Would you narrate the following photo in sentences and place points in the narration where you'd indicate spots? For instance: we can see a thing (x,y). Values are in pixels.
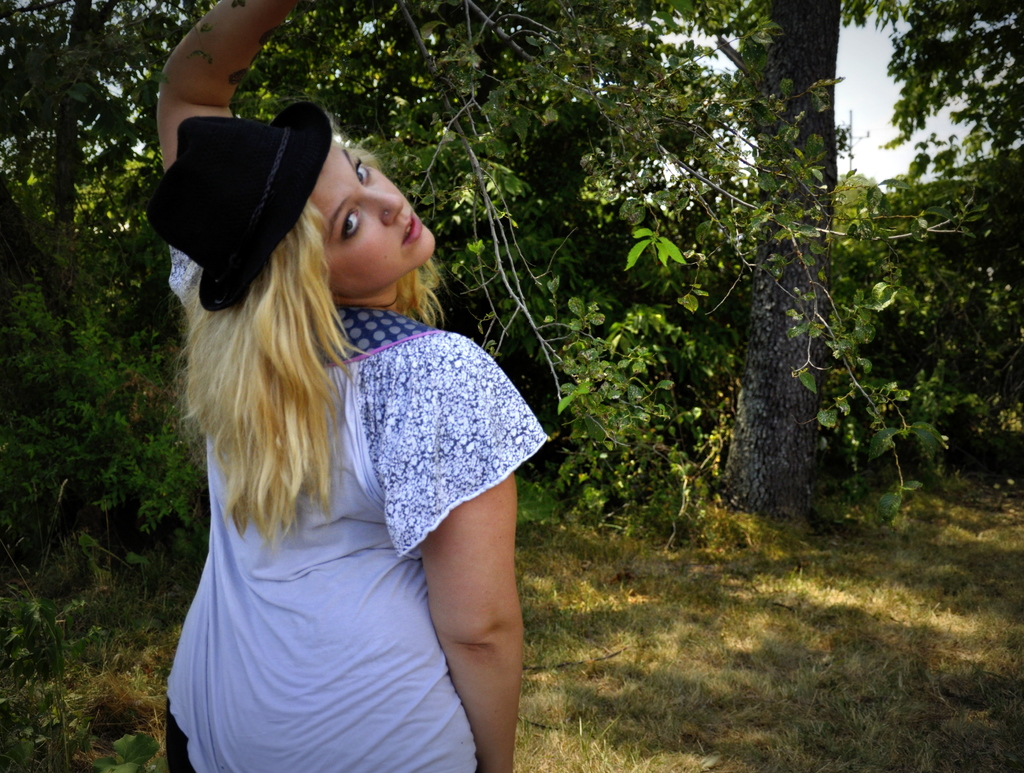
In this image I can see a person (256,350) standing wearing black and white color dress (326,755) and black color hat (268,218). Background (676,354) I can see trees (476,310) in green and the sky (868,108) is in white color.
